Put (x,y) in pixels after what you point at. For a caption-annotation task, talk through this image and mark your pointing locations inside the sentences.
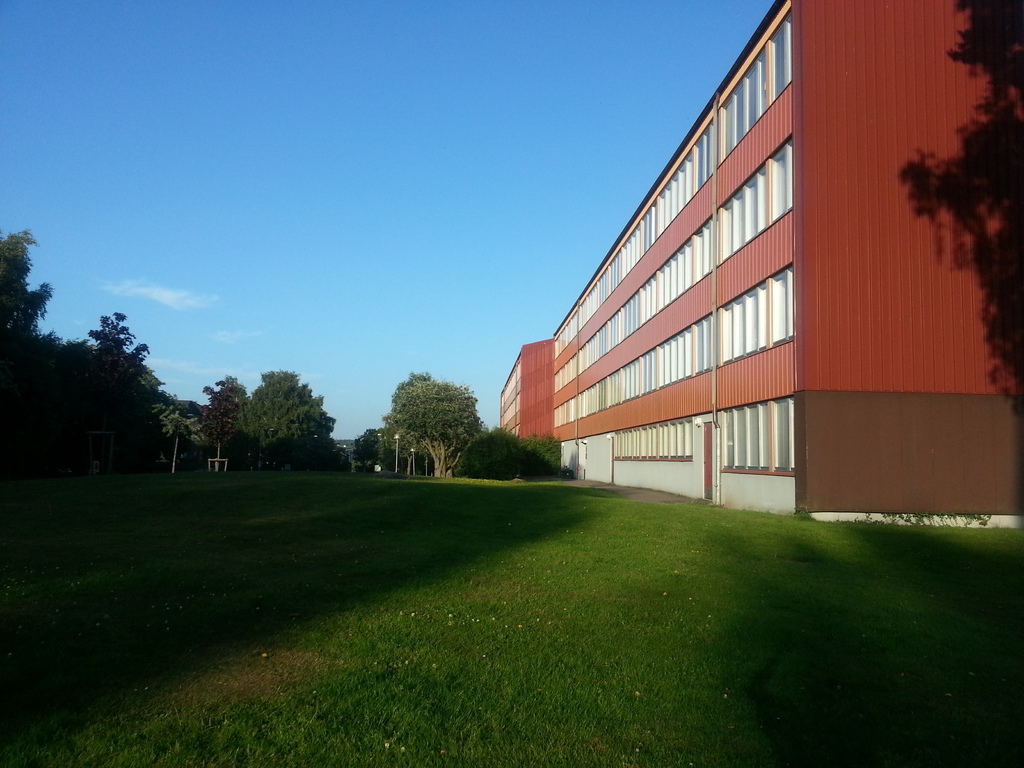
In this image I can see trees (369,443), building (605,454) and the grass (433,611). In the background (351,401) I can see poles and the sky (344,367).
